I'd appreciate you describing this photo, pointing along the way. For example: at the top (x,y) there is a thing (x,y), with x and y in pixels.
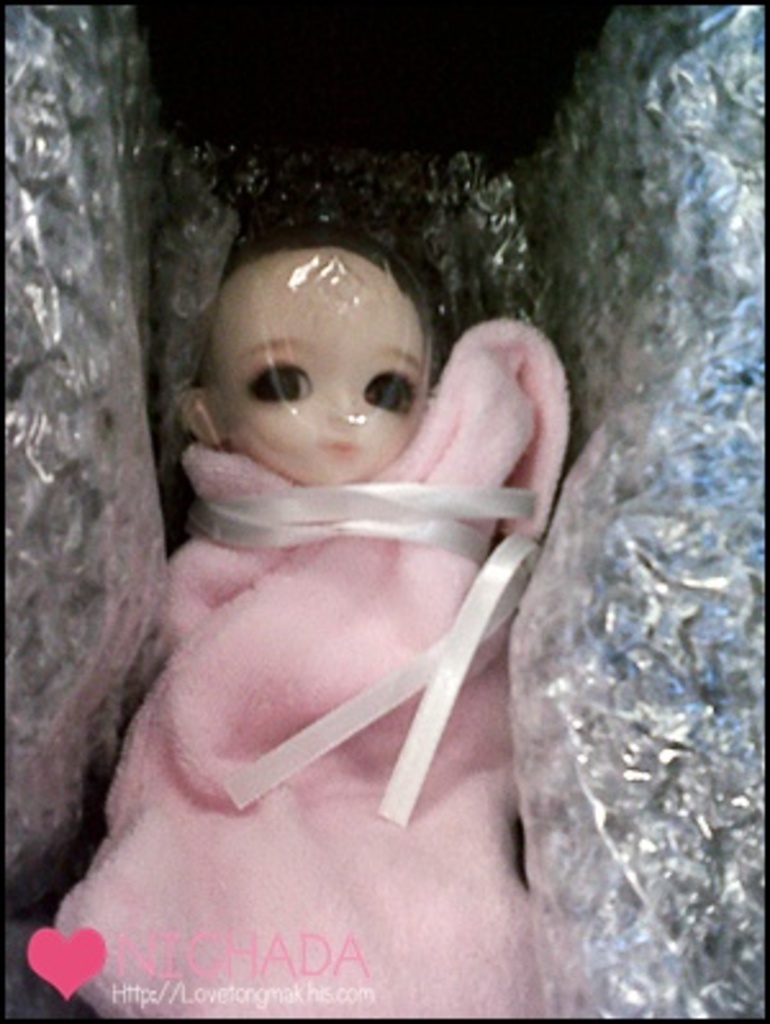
In this image I can see a doll (444,726) wrapped with pink cloth (428,919) and a cover (21,475).
